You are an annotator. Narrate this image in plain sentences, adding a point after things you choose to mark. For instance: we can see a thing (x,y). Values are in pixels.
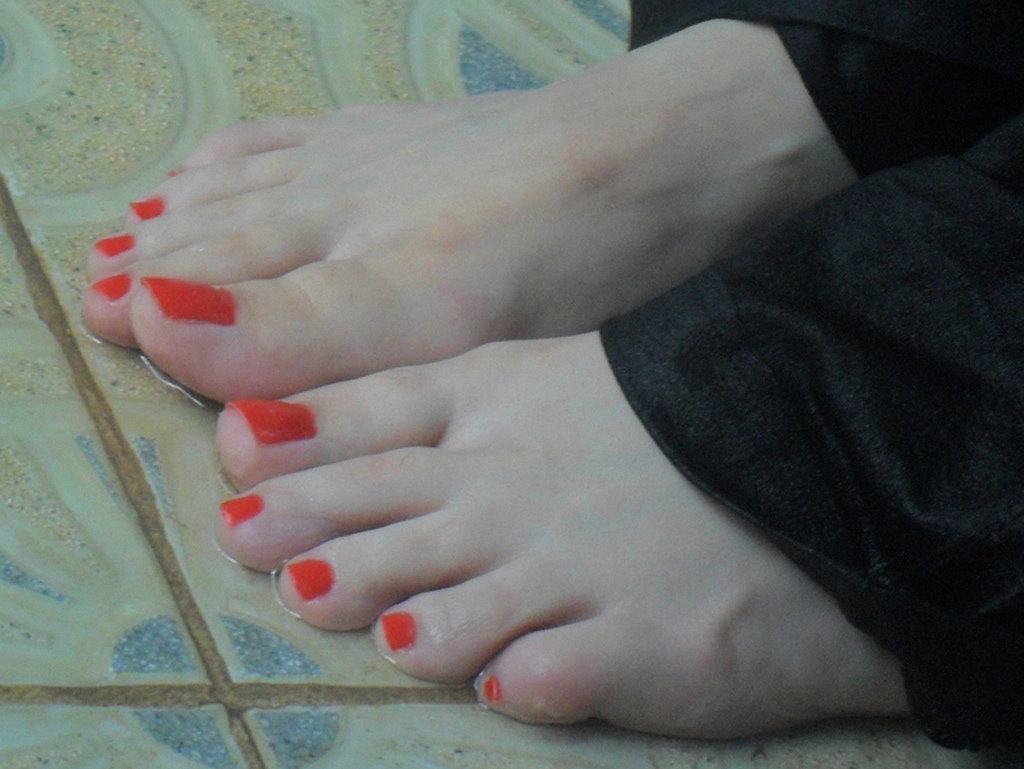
In this image there are legs (360,486) of a person (357,486), and there is reddish orange color nail polish (268,405) to her nails (276,411).
